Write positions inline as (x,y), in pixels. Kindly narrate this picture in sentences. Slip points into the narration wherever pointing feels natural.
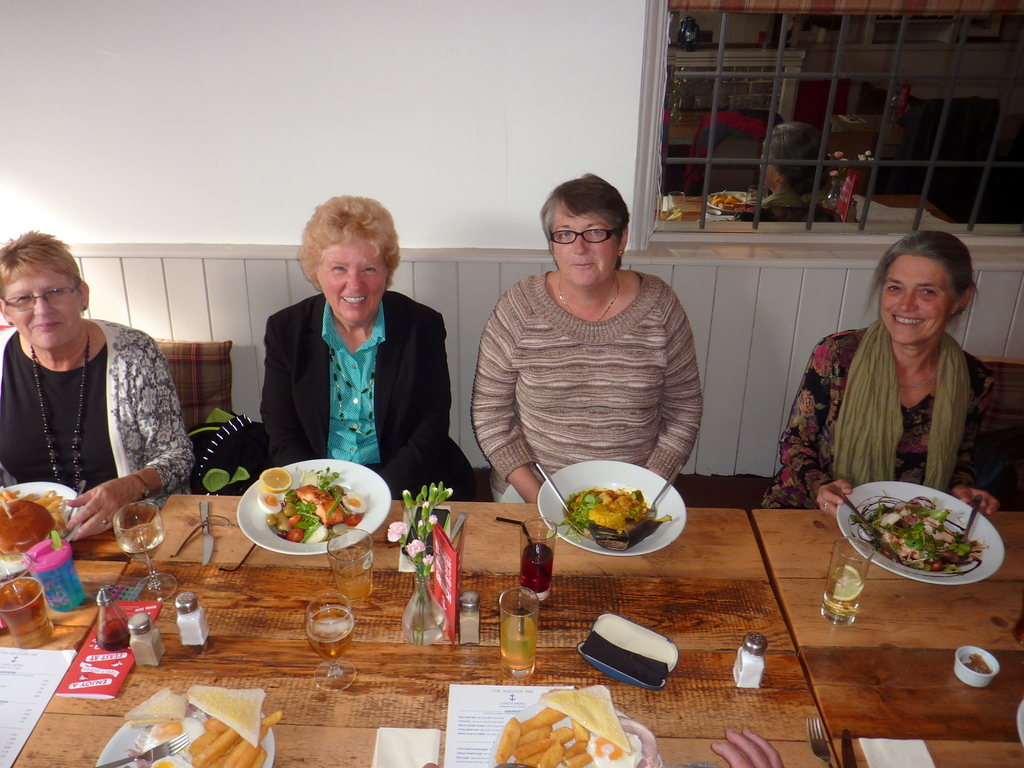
As we can see in the image there is a white color wall (251,106), window (790,128), few people (512,360) sitting on bench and there is a table (78,765). On table (690,596) there are plates (266,516), glasses (550,552), bowls (961,672), fork (166,750) and food items (152,731).
